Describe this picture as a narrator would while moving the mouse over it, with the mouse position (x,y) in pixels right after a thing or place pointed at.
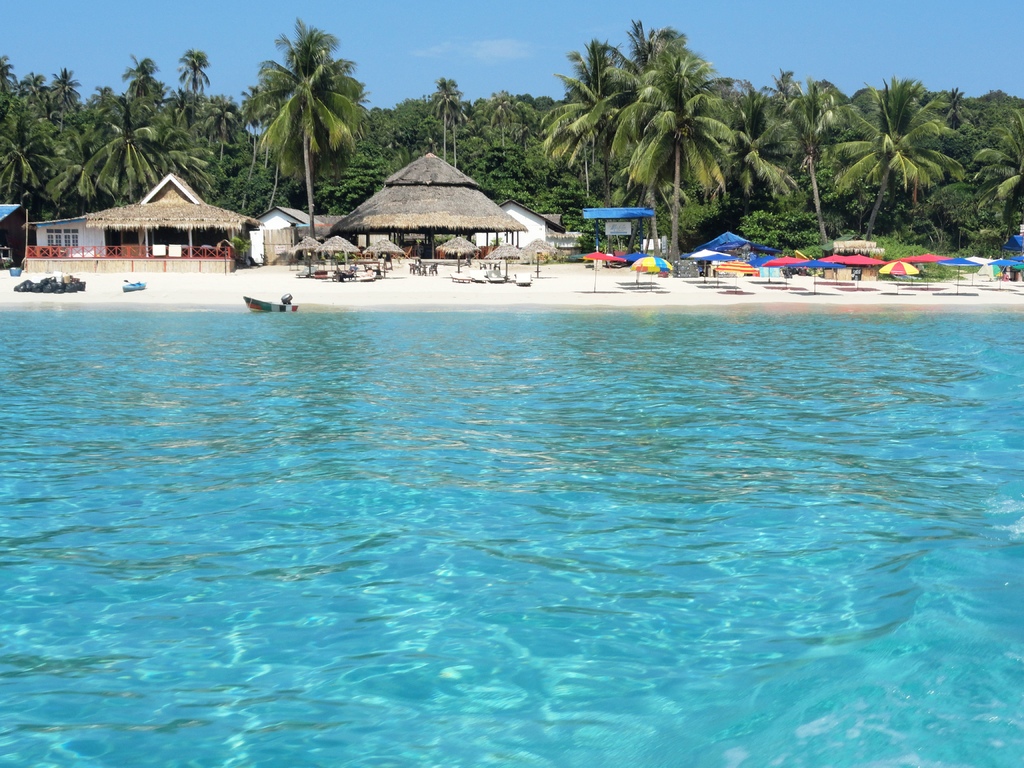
In this image, we can see sheds (349,218), trees (661,217), umbrellas (898,268), some benches (365,268) and there is a boat (262,304) on the water (569,568).
